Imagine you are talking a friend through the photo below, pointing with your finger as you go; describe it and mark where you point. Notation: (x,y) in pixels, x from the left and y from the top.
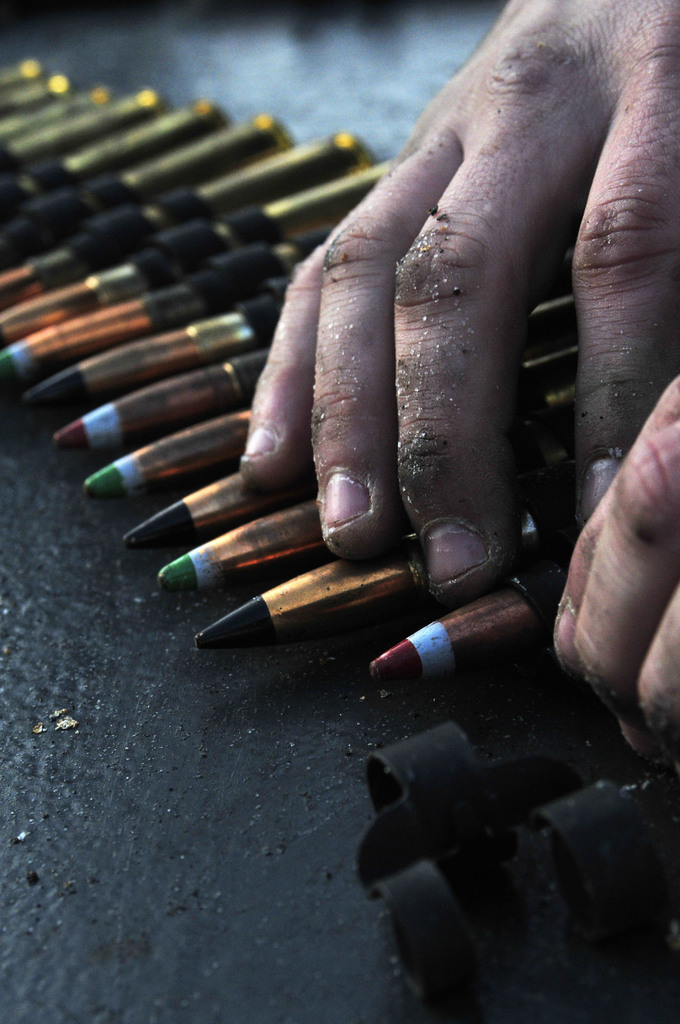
In this image on the right side (557,257) we can see fingers (445,418) of a person (588,447) and there are bullets (210,410) on the platform (8,494).
